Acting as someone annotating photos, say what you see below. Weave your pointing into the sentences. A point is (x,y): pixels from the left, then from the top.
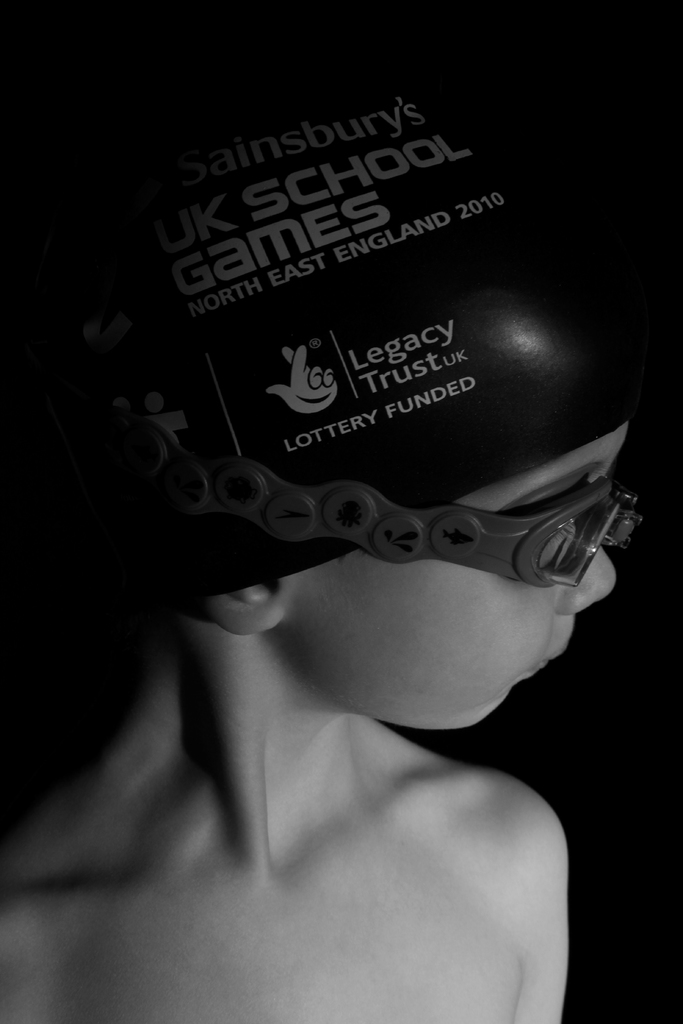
It is a black and white image of a boy (229,622) wearing the glasses (527,558) and also the cap (333,375) with text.
